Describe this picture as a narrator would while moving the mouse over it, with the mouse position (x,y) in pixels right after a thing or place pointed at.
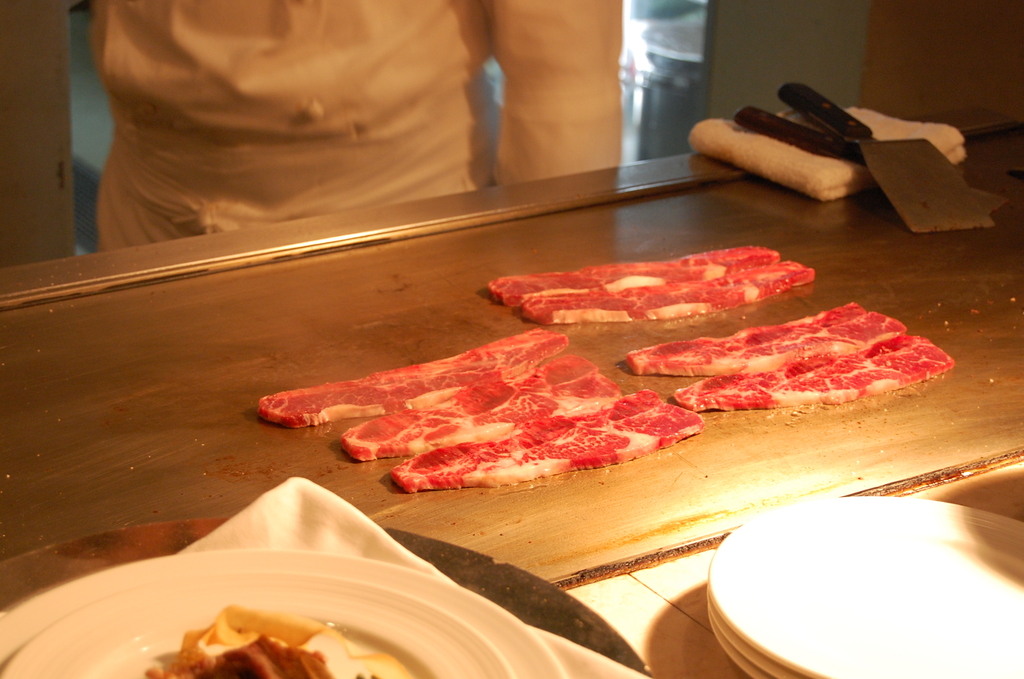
In this picture, we can see some pieces of meat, cloth (934,134) and a knife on the metallic surface (223,342), and we can see some plates (748,652), and some objects (326,670) in the bottom side of the picture (336,660), and white color object (340,123) in the top side of the picture (232,107).
